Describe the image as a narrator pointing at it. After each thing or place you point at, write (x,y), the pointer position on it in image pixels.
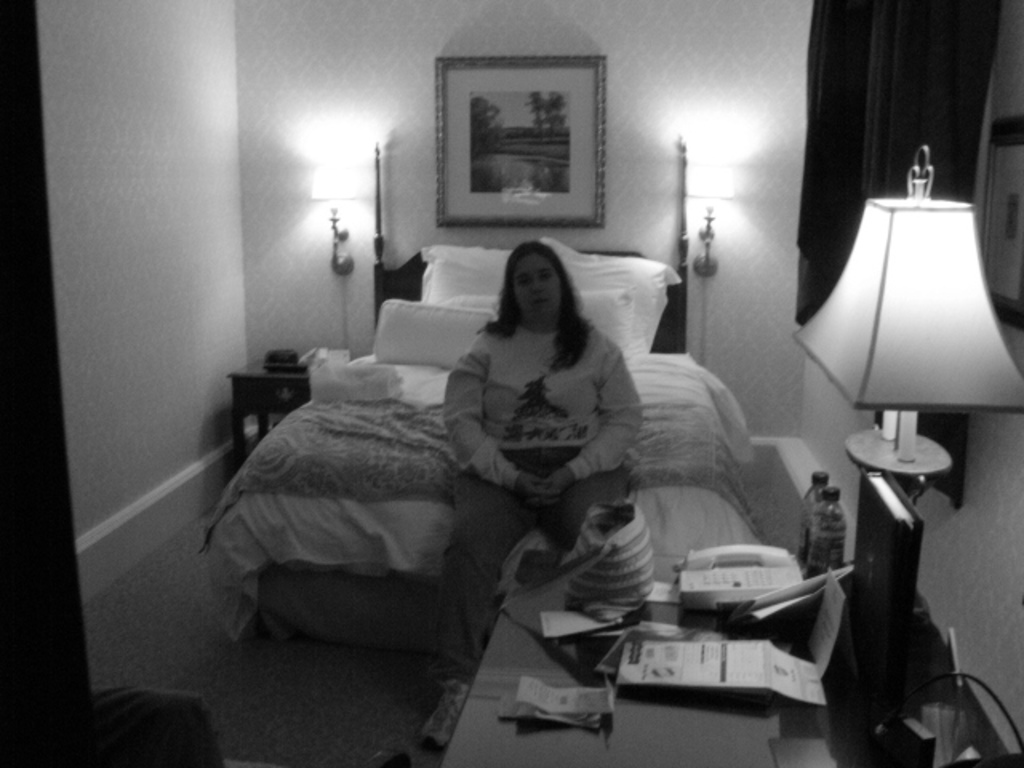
This is a black and white image. I can see a woman (459,455) sitting on the bed (450,496). This bed (408,463) is covered with blanket (443,424). These are the pillows (460,317) placed on the bed (428,397). This is a table (683,727) with telephone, papers (694,656), bottle (824,543), lamp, bag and few other things (806,700) on it. These are the lamps (347,266) attached to the wall (697,215). I can see a photo frame (492,188) attached to the wall (672,99).
